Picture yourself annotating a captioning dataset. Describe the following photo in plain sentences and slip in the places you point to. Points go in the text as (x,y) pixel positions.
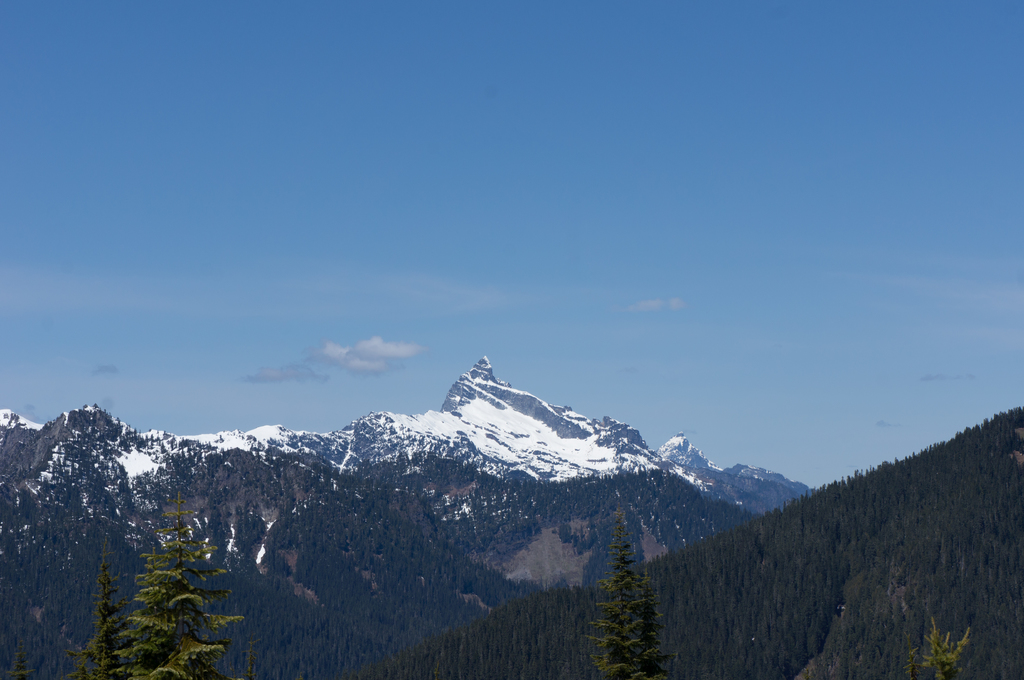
At the bottom of the picture (410,607), we see the trees (769,620). There are trees (897,626) and mountains (471,452) in the background (539,472). These mountains (485,446) are covered with the snow (145,451). At the top (453,65), we see the clouds (369,355) and the sky (422,201), which is blue in color.
